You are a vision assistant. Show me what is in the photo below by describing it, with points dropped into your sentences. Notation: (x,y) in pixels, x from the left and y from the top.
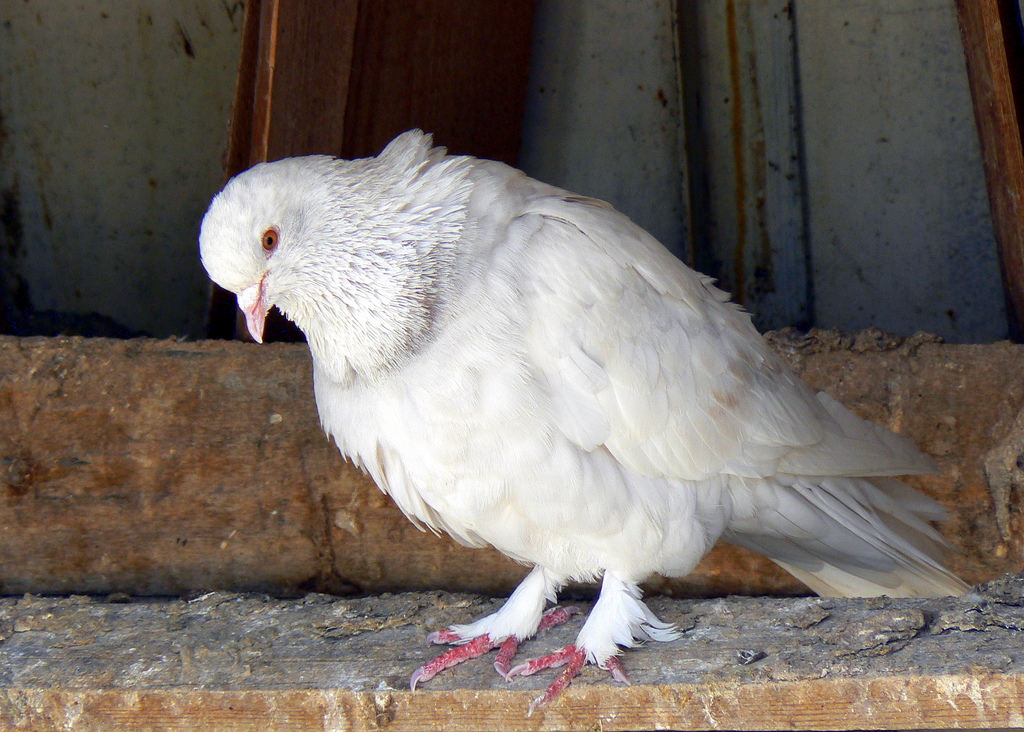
In this picture we can observe a bird (348,323) on the wooden surface (370,666). This bird (487,463) is in white color. We can observe pink color claws (468,643).
